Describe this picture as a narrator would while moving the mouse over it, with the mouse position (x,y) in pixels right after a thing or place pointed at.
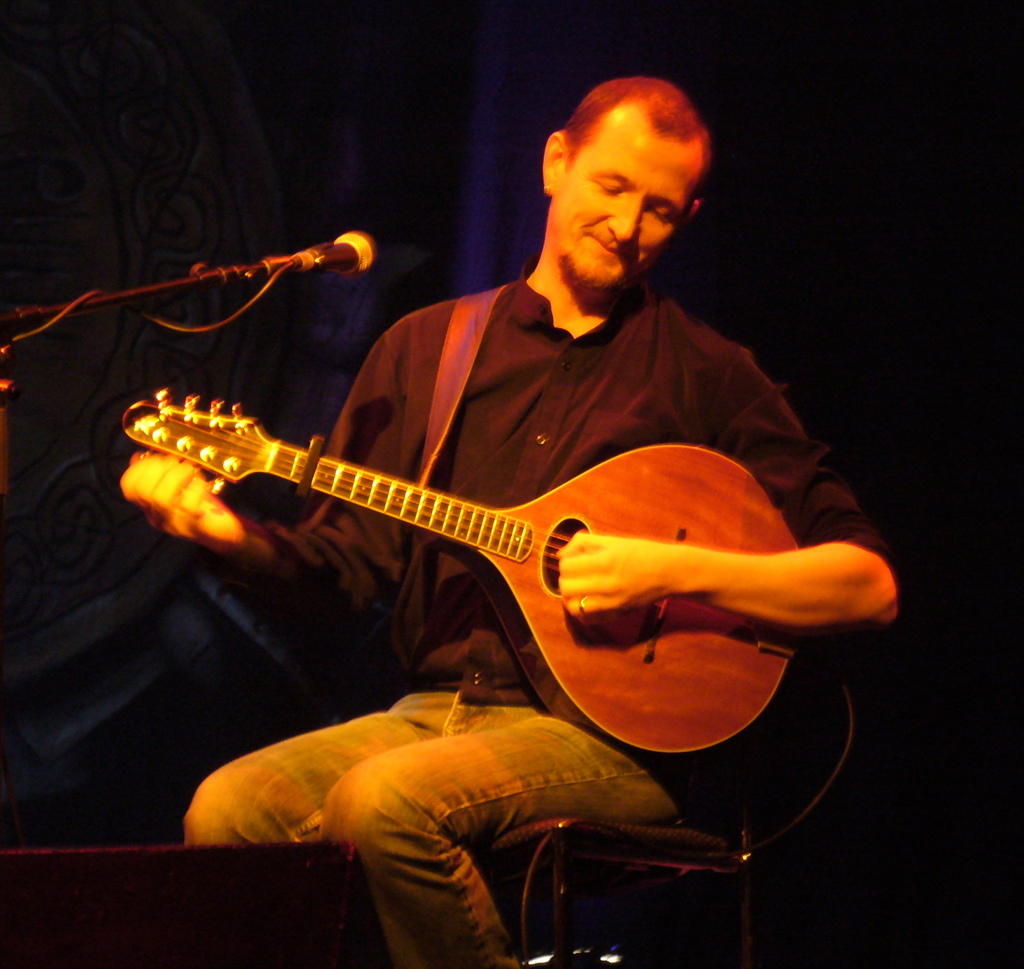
The image consist of a man (272,802) playing guitar (194,439). He is wearing dark shirt (465,650) and jeans pant (456,847). In the background (26,404), there is a blue cloth (576,45). To the left (178,329), there is a mic (298,262) with mic stand (216,268). At the bottom (553,864), there is a chair (749,950) on which the man (455,640) is sitting.
